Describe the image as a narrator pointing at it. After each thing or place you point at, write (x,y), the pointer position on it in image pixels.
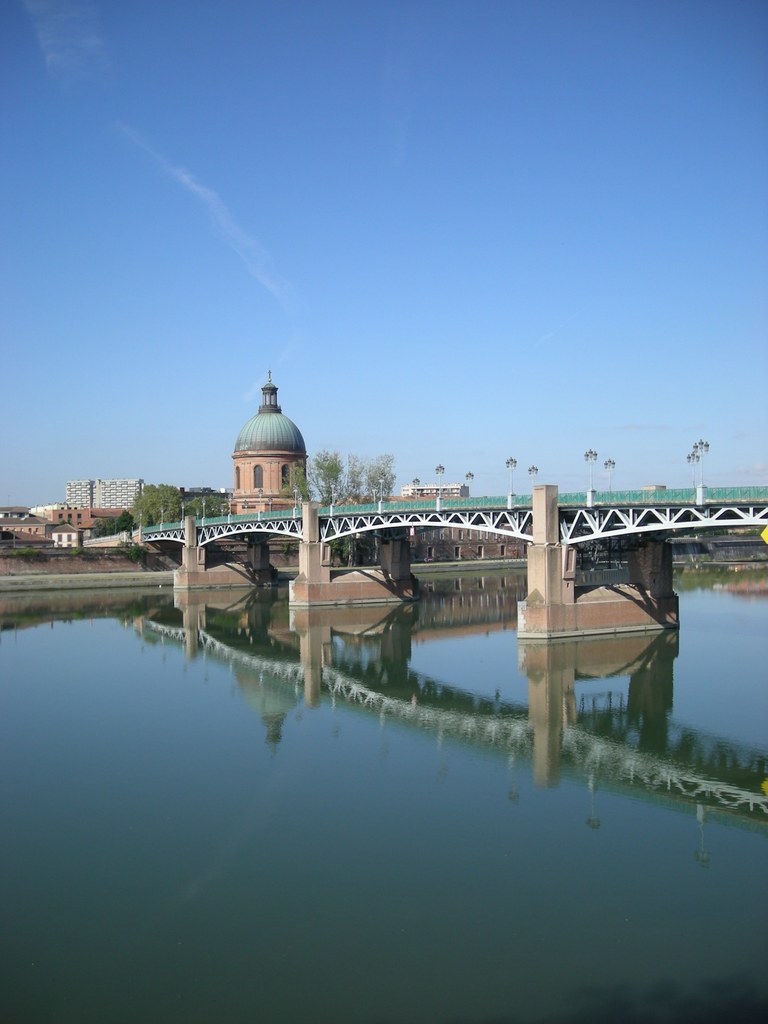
In this image we can see a bridge (450,525), there is water (405,740) under the bridge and there are few buildings (74,506), trees (385,473) and lights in the background (204,499) and sky (433,183) on the top (277,211).
